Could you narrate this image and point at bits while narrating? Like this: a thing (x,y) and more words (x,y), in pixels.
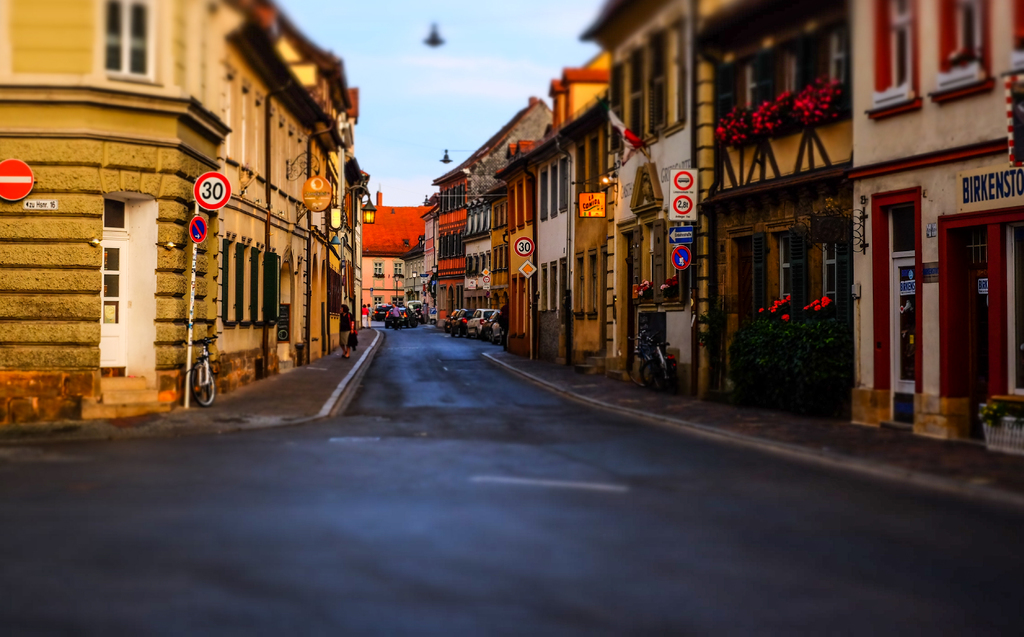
In this picture I can see boards (204,180), poles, vehicles (475,322), there are plants (760,131), lights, houses (378,259), there are group of people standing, and in the background (416,124) there is sky (423,136).
